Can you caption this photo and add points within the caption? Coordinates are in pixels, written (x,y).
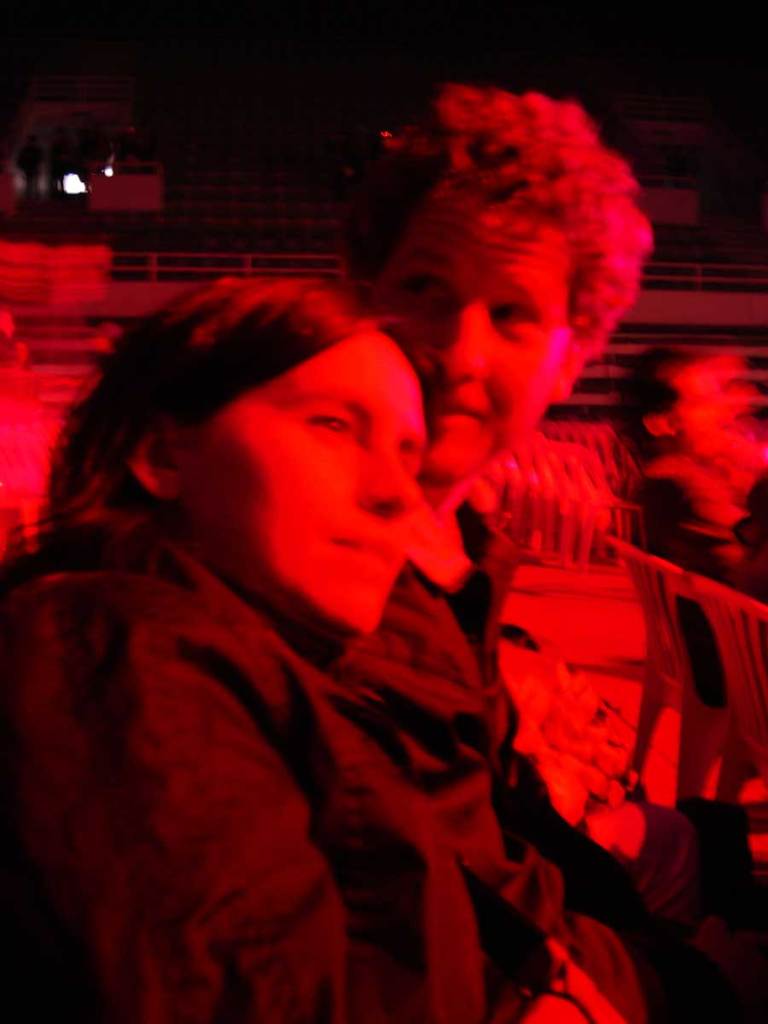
Here a woman (324,300) is there beside her a man (490,704) is there. There is a red color light (519,231) on them.
